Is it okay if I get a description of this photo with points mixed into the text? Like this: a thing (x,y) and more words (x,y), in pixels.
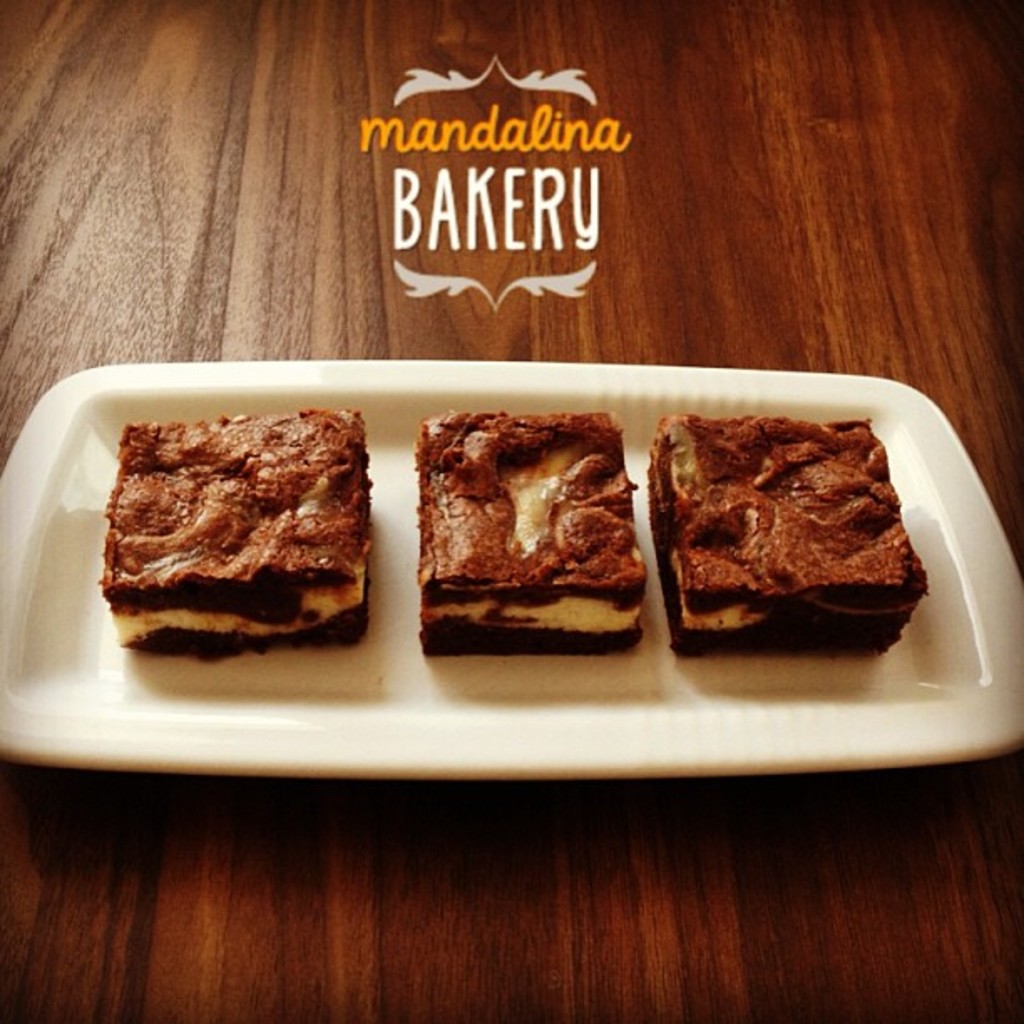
There are three cakes (528,562) are arranged on a white color tray (23,576). This white color tray (227,376) is placed on a wooden table (207,158). At the top of this image (593,152), there is a watermark (571,83).
